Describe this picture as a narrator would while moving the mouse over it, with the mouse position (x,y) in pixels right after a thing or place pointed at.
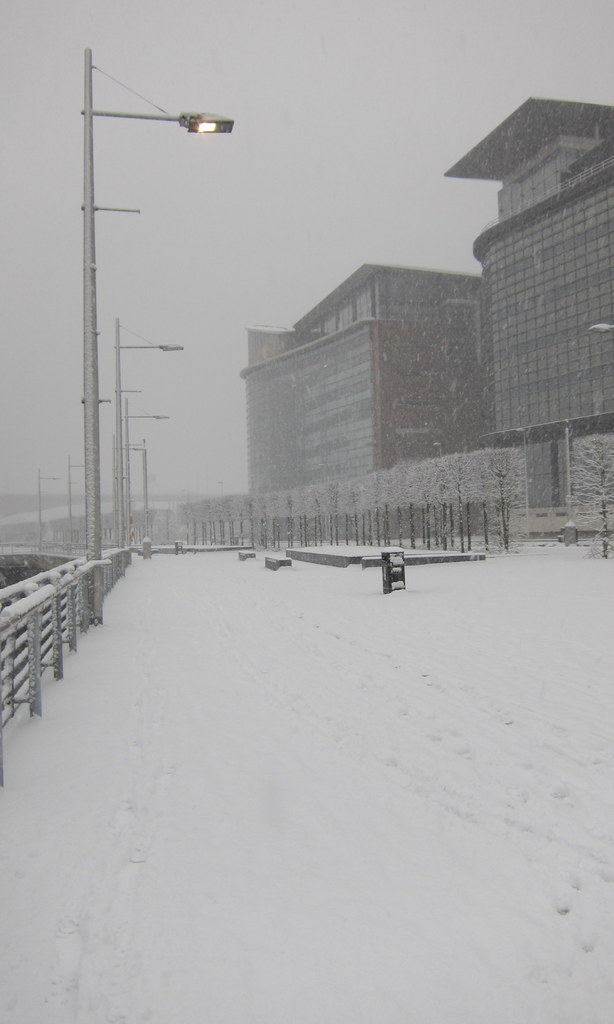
In this image, we can see street lights (121,466), railing (113,578), snow (189,561), plants (283,515), buildings (584,525) and few objects (314,560). In the background (188,254), there is the sky (138,328).
